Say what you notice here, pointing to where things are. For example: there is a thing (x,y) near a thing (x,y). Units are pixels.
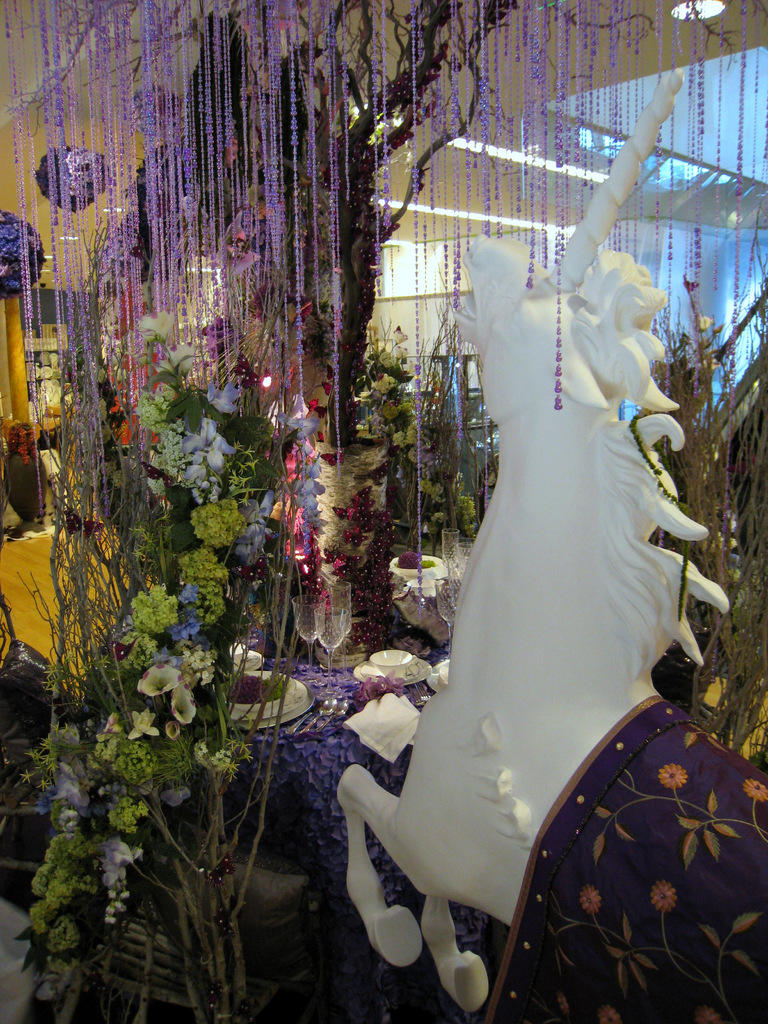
There is a white color unicorn statue (524,617) is present on the right side of this image (548,580). There is a decorated tree (321,87) with some flowers (256,531) is in the background (335,510).
